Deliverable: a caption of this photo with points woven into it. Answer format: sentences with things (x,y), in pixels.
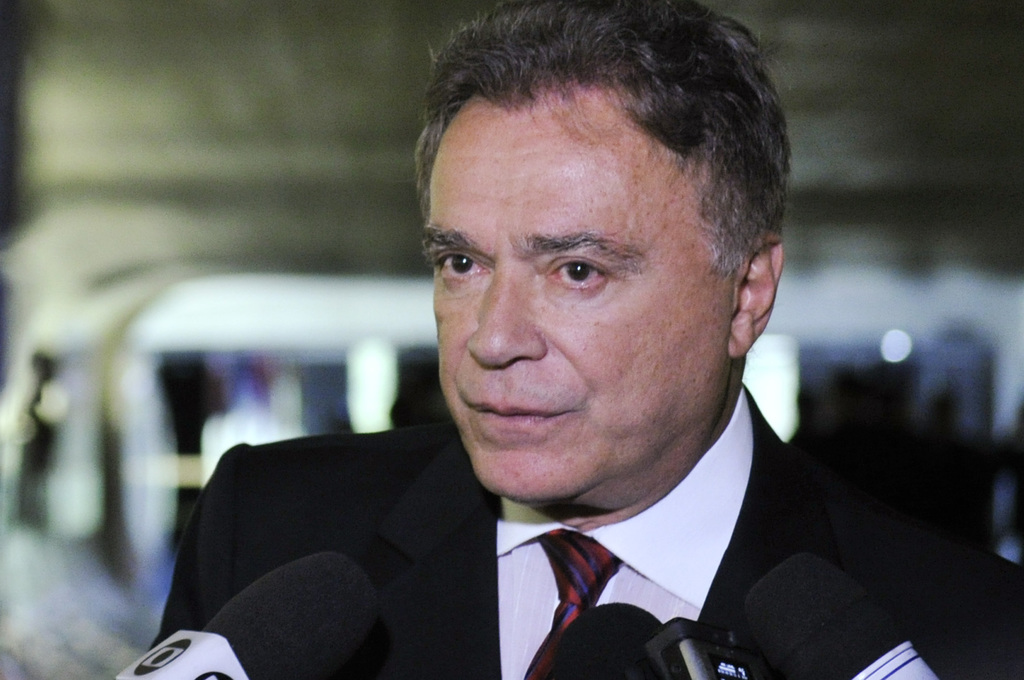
A man (472,183) is standing wearing a suit (905,544). There are microphones (324,595) in the front (205,671). The background (61,501) is blurred.
